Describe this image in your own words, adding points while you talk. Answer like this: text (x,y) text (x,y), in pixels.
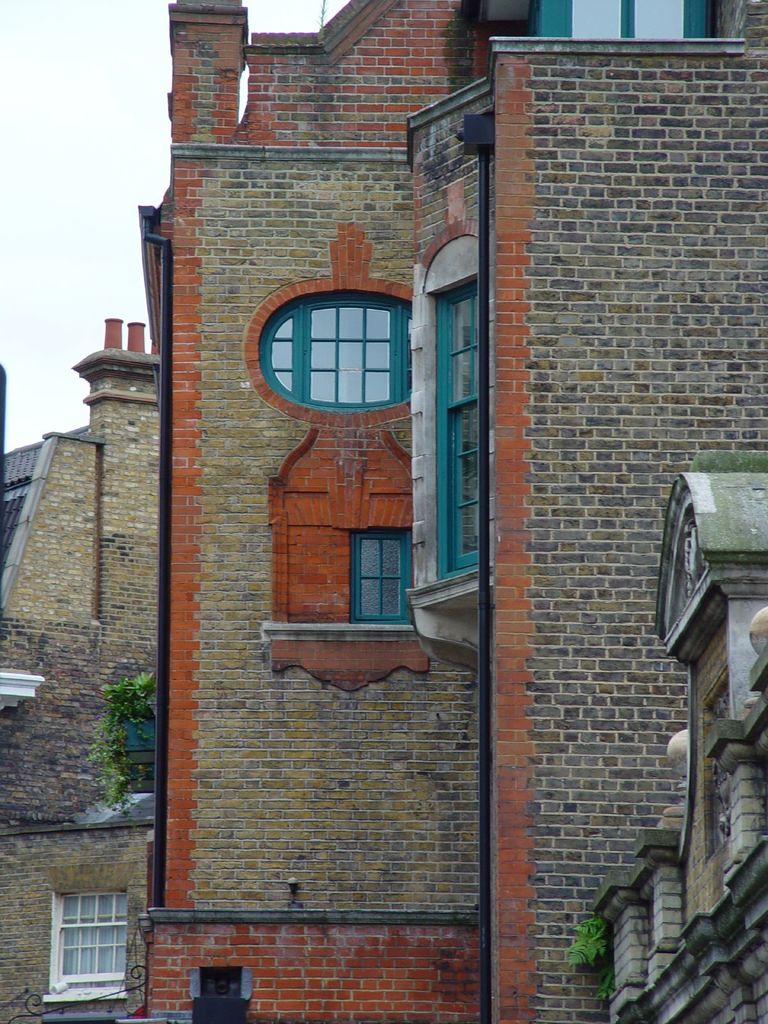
In this picture there are buildings (162,509) in the image and there are windows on the buildings (511,646), there is a plant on the left side of the image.
